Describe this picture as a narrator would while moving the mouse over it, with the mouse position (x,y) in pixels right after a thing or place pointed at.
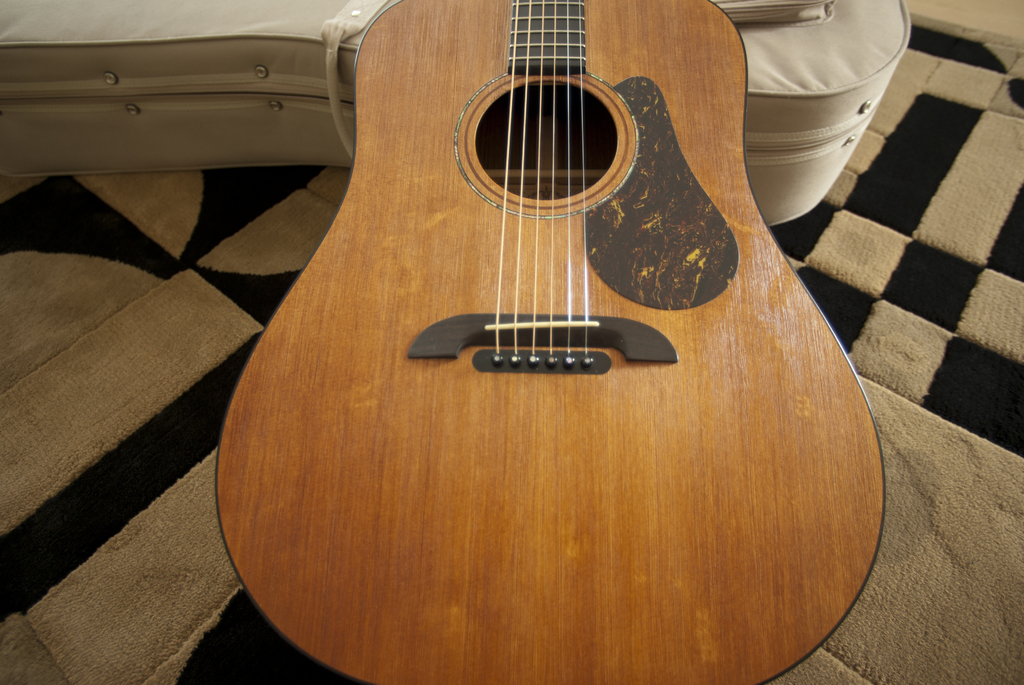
As we can see in the image there is a guitar case (223,98) and guitar (504,289).
